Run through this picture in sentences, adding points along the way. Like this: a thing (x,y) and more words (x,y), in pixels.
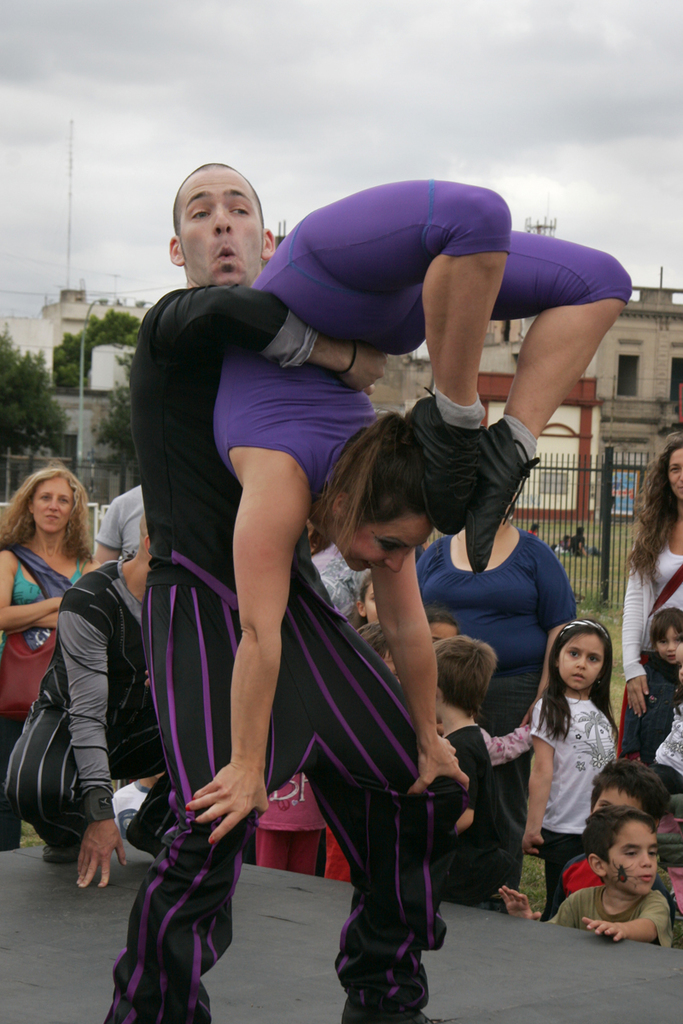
In this image in the foreground (231,598) there is one man (231,598), who is lifting one woman (320,377) and in the background (608,781) there are group of people (525,631) and some children (572,775). At the bottom (53,985) there is some board (103,906), and in the background (47,333) there is gate (602,533), buildings (49,325), trees (93,341), poles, and some wires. At the top (156,108) there is sky (264,108).
